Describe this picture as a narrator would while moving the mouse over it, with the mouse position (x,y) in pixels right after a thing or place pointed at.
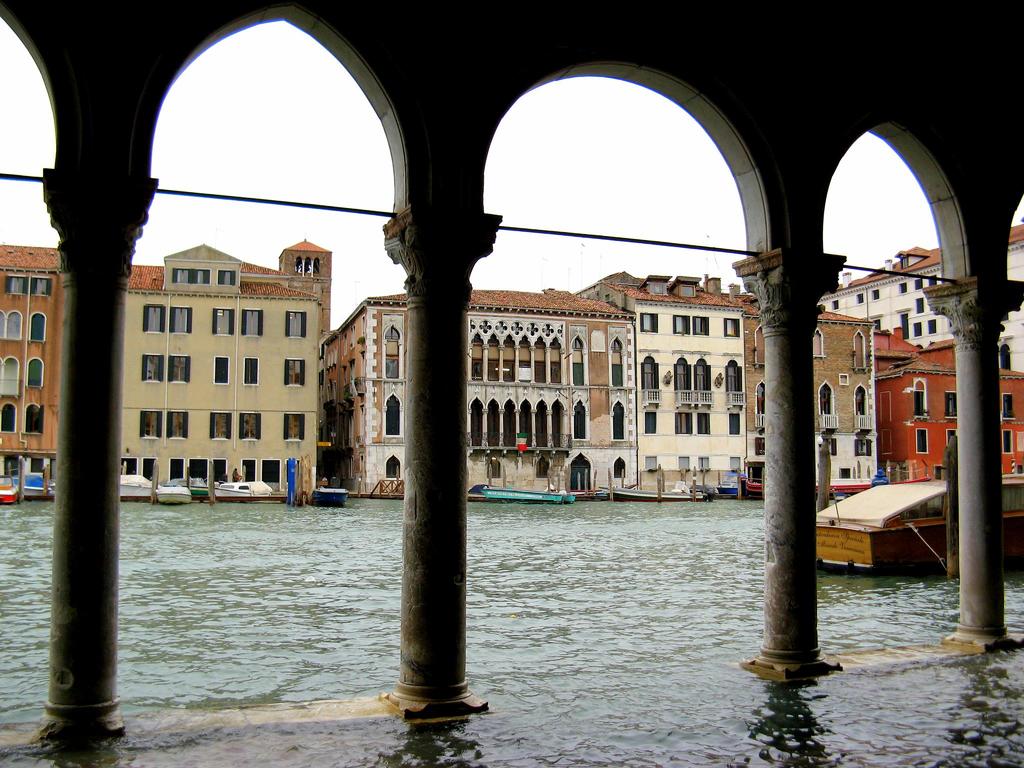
In the foreground of the image (418,268) there are pillars (804,487). In the background of the image (304,316) there are buildings (275,475). At the bottom of the image (498,751) there is water (571,601). At the top of the image (549,133) there is sky (273,97). There are boats (221,490).
